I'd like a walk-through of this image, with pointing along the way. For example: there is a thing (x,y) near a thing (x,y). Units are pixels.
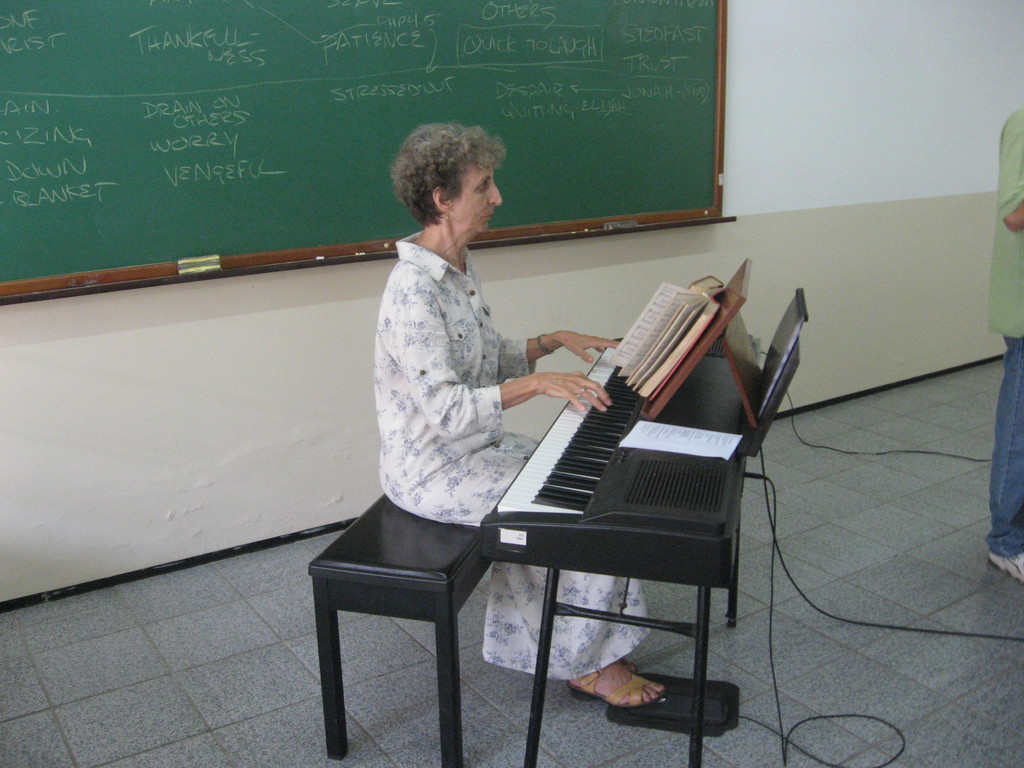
This picture shows a woman (467,406) seated on the stool (456,581) and playing piano (536,456) and we see a book (635,344) in front of her and we see a man (1017,575) standing and a board (643,28) back of her
